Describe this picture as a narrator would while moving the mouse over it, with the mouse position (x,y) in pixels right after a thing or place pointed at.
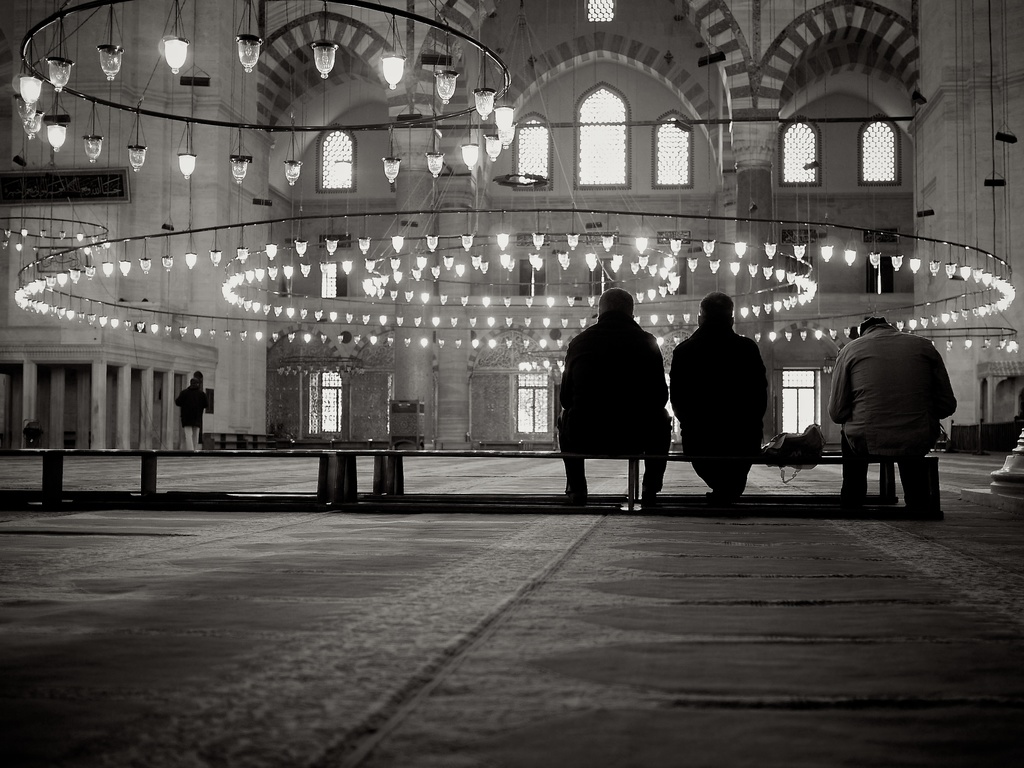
It looks like a black and white picture. We can see there are three people (615,454) sitting on a bench (659,460) and in front of the people (653,372) there is a building (229,179) and some decorative lights (193,170).
